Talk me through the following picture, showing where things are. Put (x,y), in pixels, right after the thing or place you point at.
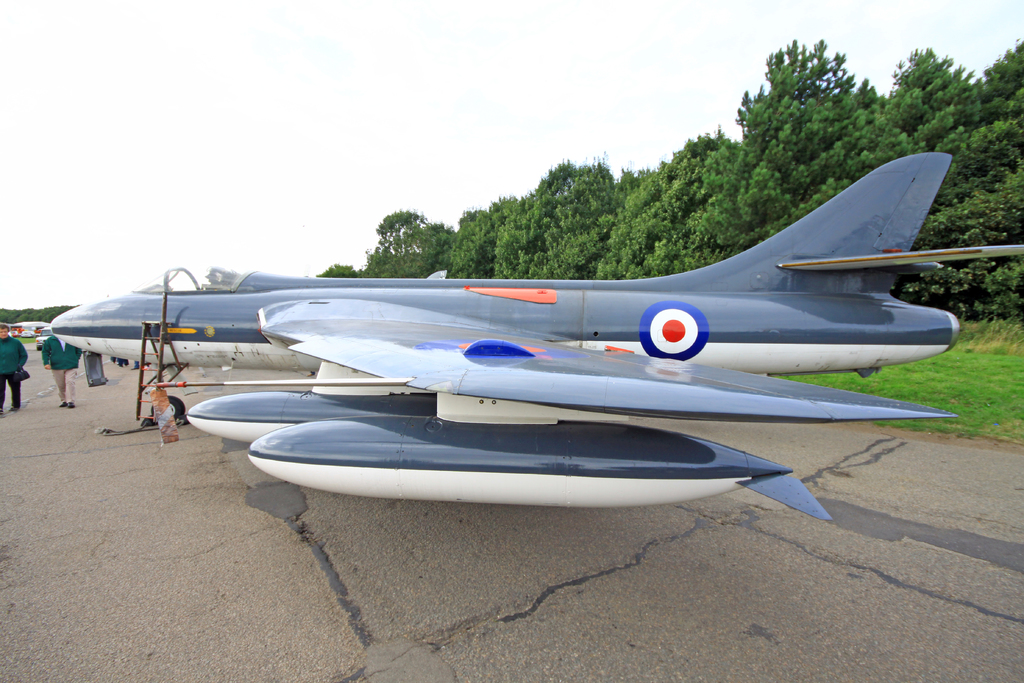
This image consists of a jet plane (451,368). At the bottom (382,623), there is a road (38,649). In the background (576,224), there are trees (491,244). On the left (71,374), we can see two persons (13,403) walking. At the top (191,91), there is sky (155,176).
